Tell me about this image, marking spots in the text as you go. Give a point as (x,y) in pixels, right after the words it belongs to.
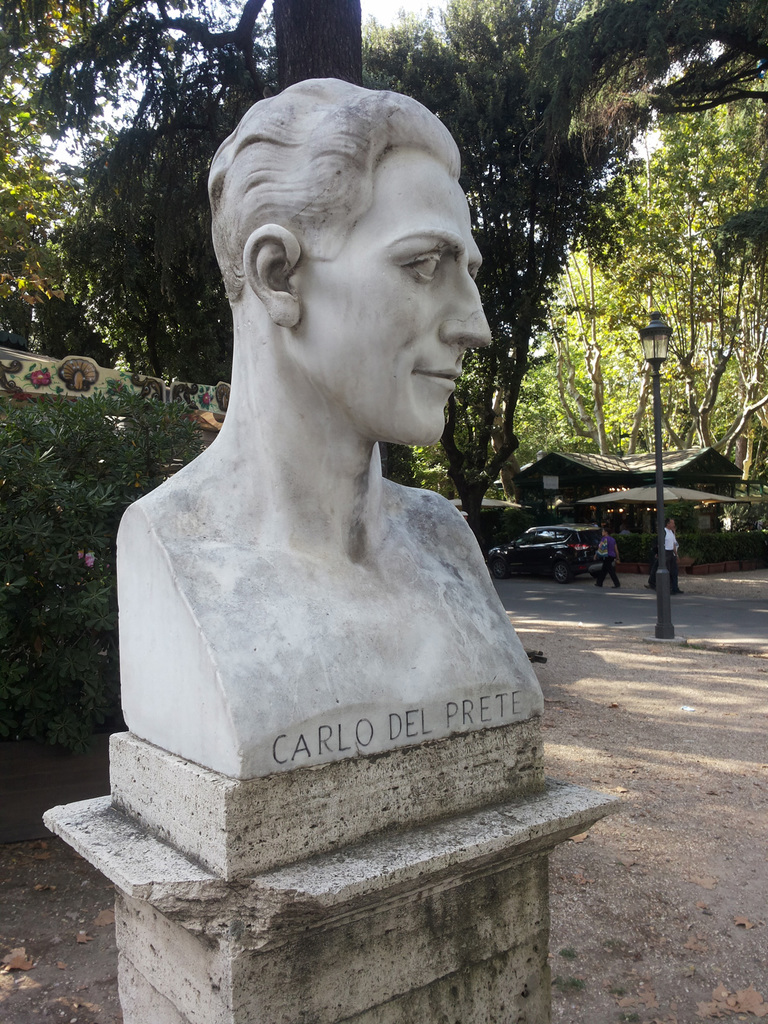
This image consists of a sculpture (429,635) on which there is a text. At the bottom (659,879), there is ground (668,725). In the background (766,287), there are many trees (488,424). On the right (694,466), we can see a small house (685,468) along with a car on the road (701,632).
